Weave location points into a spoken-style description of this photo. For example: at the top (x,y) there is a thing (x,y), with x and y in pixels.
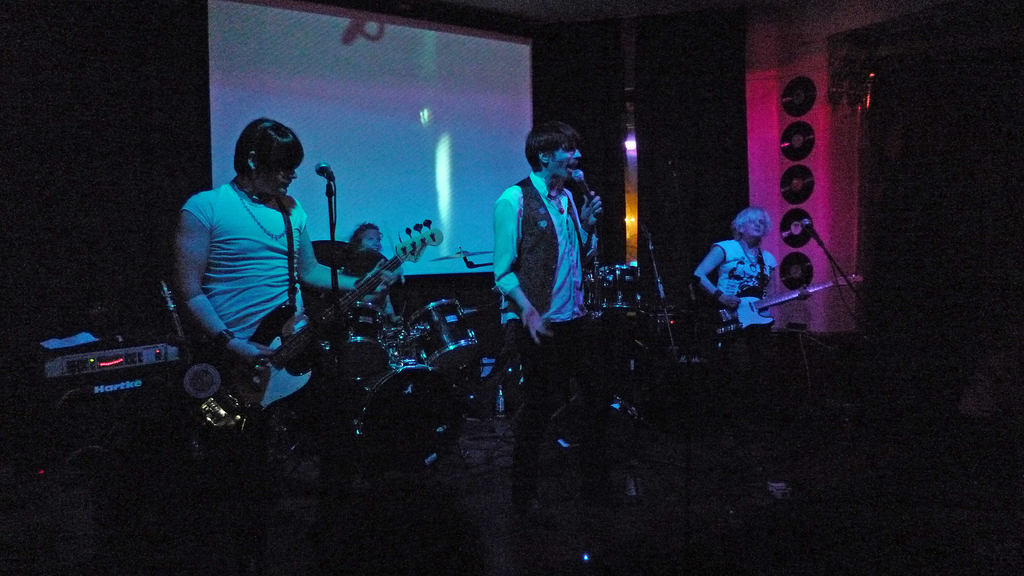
In this image, there are a few people (578,261) holding objects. We can also see the ground (458,472). We can see some musical instruments (415,406), microphones (329,203). We can also see an object (55,338) on the left (47,350). We can see the wall (765,161) with some objects (809,101). We can also see the dark background (688,222).
